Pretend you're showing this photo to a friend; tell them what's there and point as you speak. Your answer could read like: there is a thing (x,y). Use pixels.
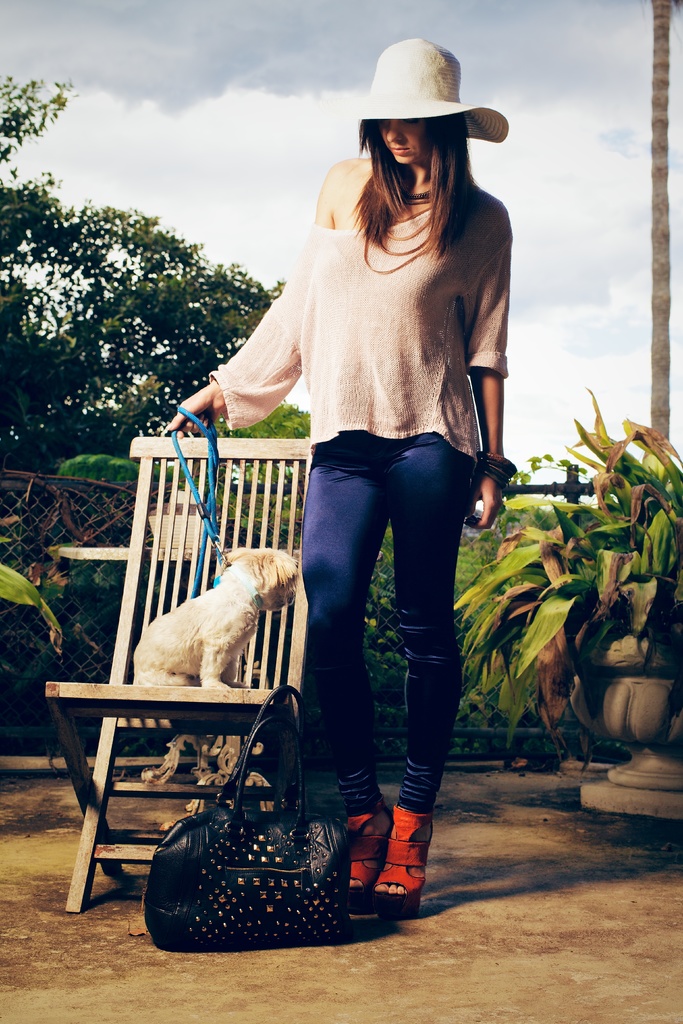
In this image I can see a woman (350,260) wearing a hat (419,103), a cream color top (386,304) and blue pant (367,536) is standing holding a dog belt (193,485) in her hand (185,420). I can see a bag (270,872) on the floor (358,957) and the chair (205,790) on which there is a dog (237,598). In the background (71,283) I can see few trees (103,337) and the sky (550,201).
